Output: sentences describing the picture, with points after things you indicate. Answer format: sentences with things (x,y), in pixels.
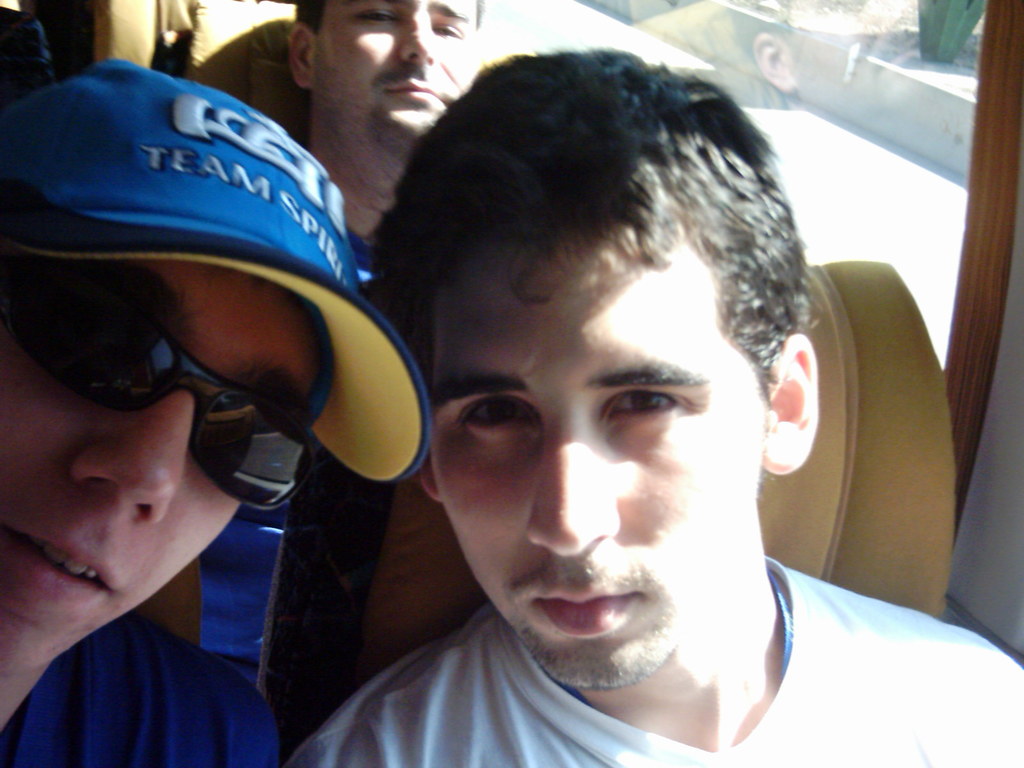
Here we can see three persons (76,380) inside a vehicle (921,434) and he has goggles (258,448). There is a glass (862,128). From the glass (900,141) we can see a road (822,154).
